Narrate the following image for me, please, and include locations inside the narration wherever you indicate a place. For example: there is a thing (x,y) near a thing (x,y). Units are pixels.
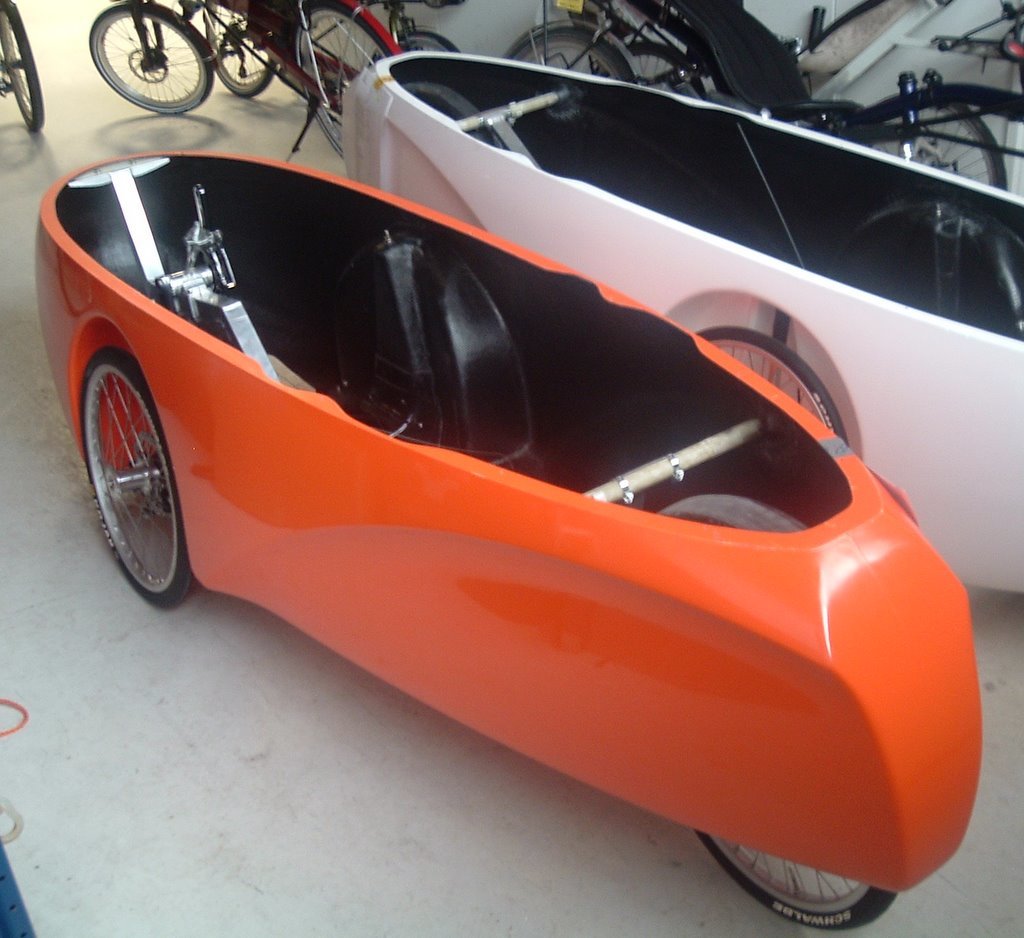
As we can see in the image there are vehicles (677,485), bicycles (160,6) and a wall (459,29).
